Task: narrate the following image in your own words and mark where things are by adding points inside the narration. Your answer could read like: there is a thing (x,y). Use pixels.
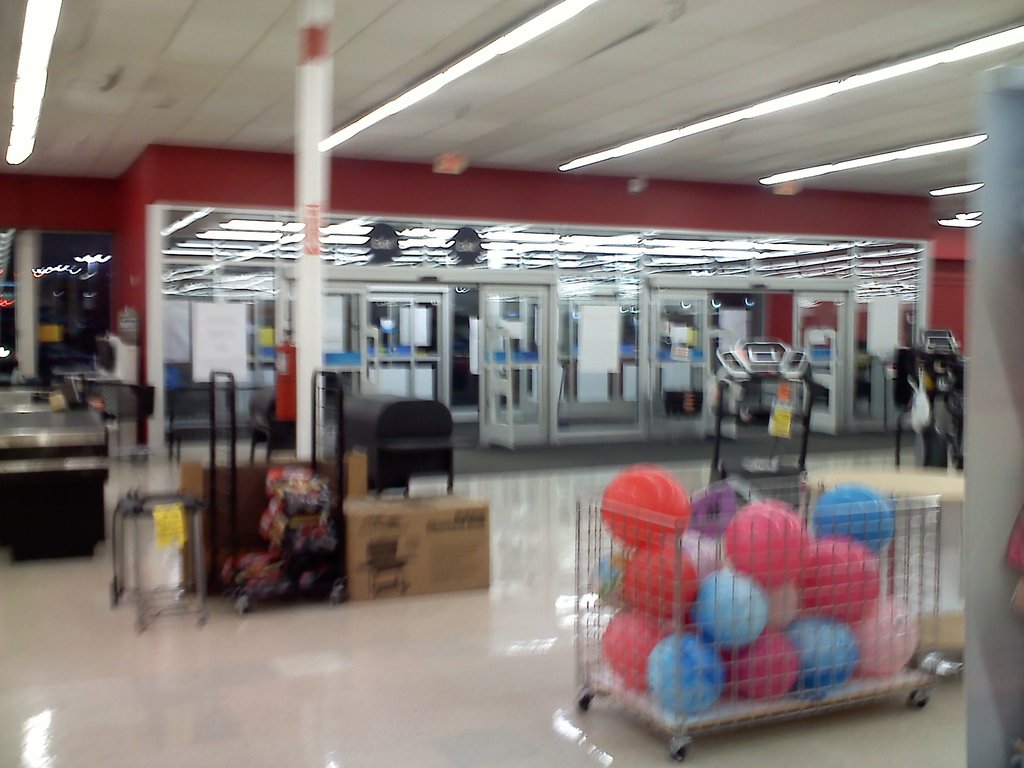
In this image, we can see the inner view of a store (618,327). We can see the ground (350,684) with some objects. We can also see the wall (934,320) with some objects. We can see some glass doors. We can see some balls (675,563) in a trolley (911,524). We can see some poles (968,360) and the roof (659,117) with some lights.
